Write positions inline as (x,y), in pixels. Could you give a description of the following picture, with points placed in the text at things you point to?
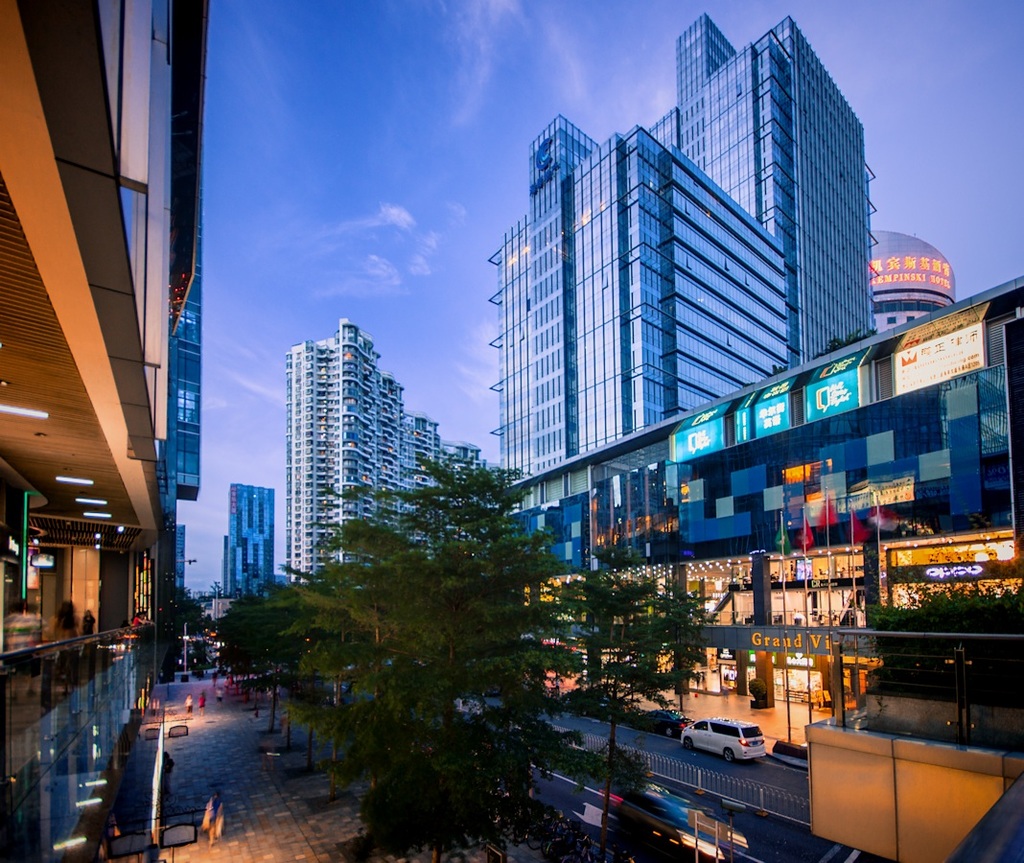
We can see trees (621,658), people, vehicles (674,811) on the road (760,842), fence (752,794), board (713,825) on poles (695,850), buildings (592,404) and lights (711,850). In the background (207,314) we can see sky (478,193).
